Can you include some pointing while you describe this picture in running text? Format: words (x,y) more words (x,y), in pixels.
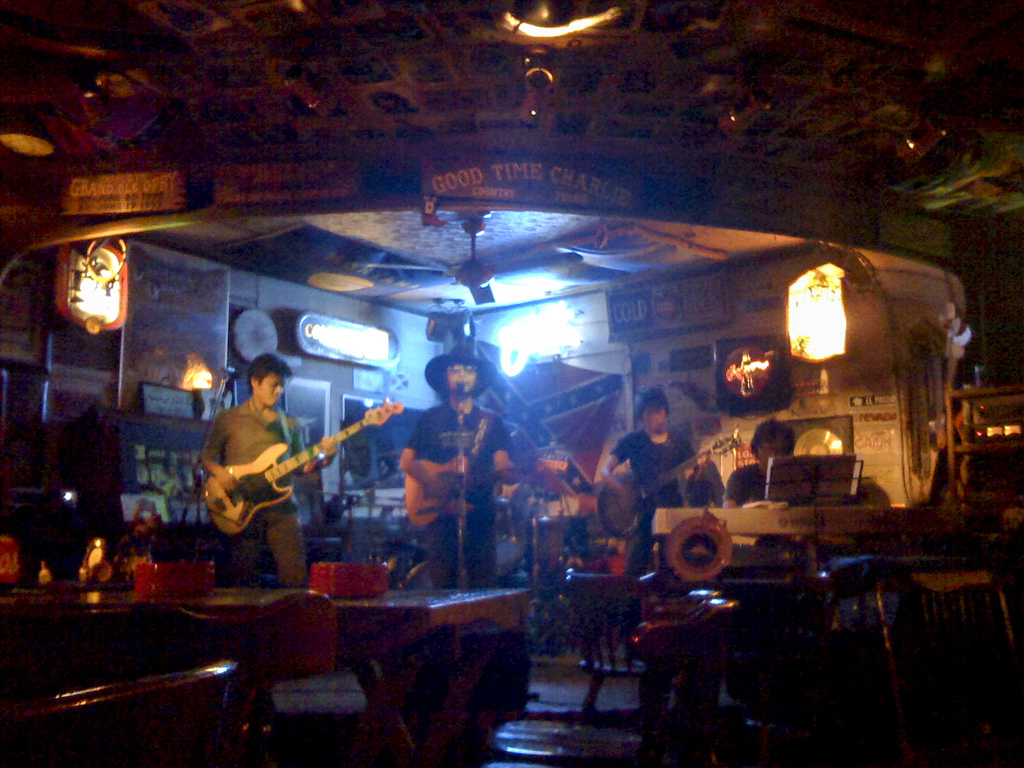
In this image I can see few people (658,415) are standing and holding guitars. Here I can see a person (769,423) is sitting. I can also see few tables (111,602) and chairs (661,625).
